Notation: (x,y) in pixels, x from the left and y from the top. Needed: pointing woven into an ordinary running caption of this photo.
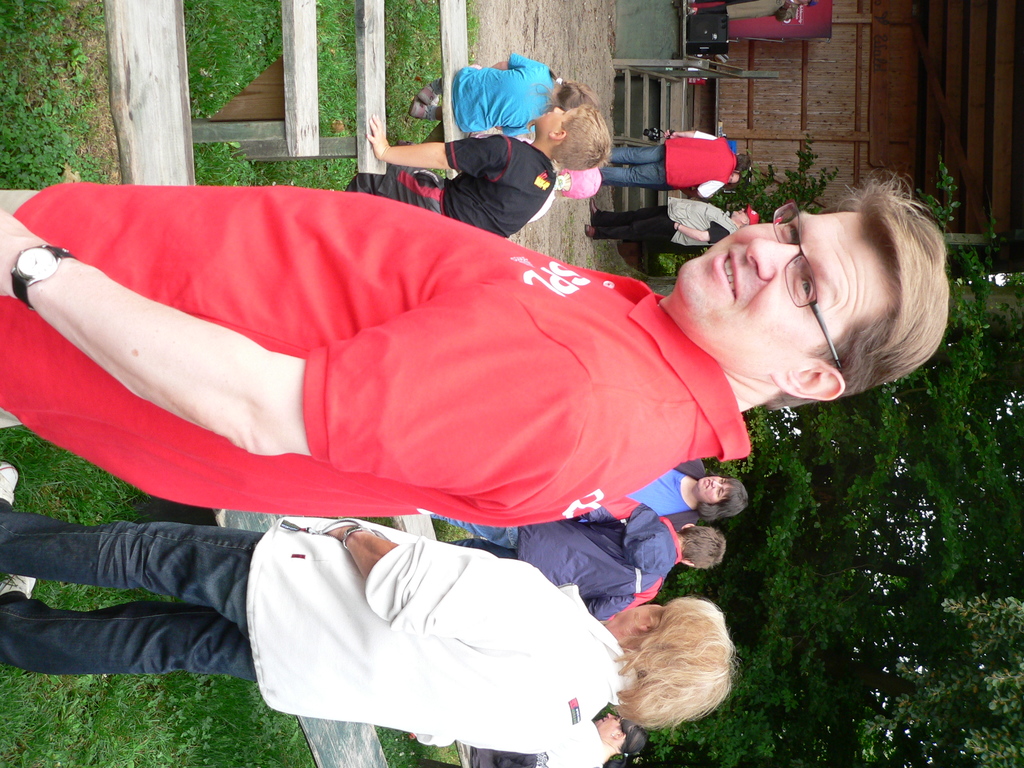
In this image we can see a group of people (354,612) standing on the ground (101,707). We can also see some benches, grass (98,695), plants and two children (535,198) sitting on a bench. On the backside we can see a building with the staircase (670,121), a tree (935,628) and the sky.
